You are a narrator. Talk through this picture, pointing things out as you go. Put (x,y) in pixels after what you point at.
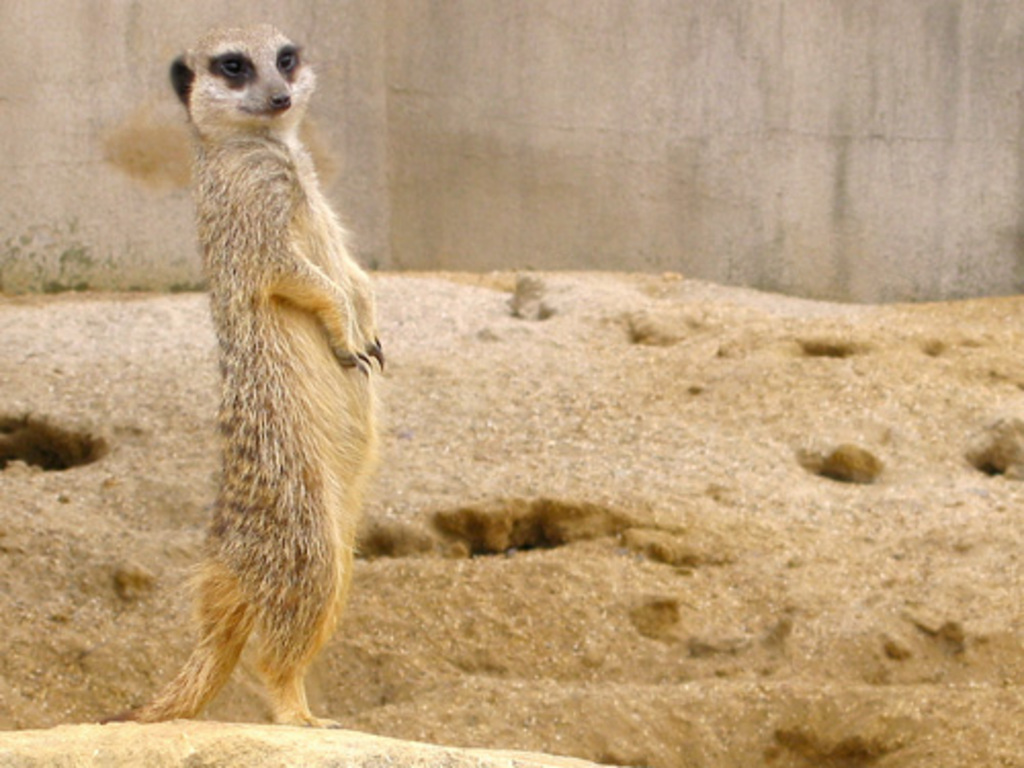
In this image we can see there is an animal (274,230) standing on the ground (385,354). And at the back (523,153) there is a wall (627,134).
